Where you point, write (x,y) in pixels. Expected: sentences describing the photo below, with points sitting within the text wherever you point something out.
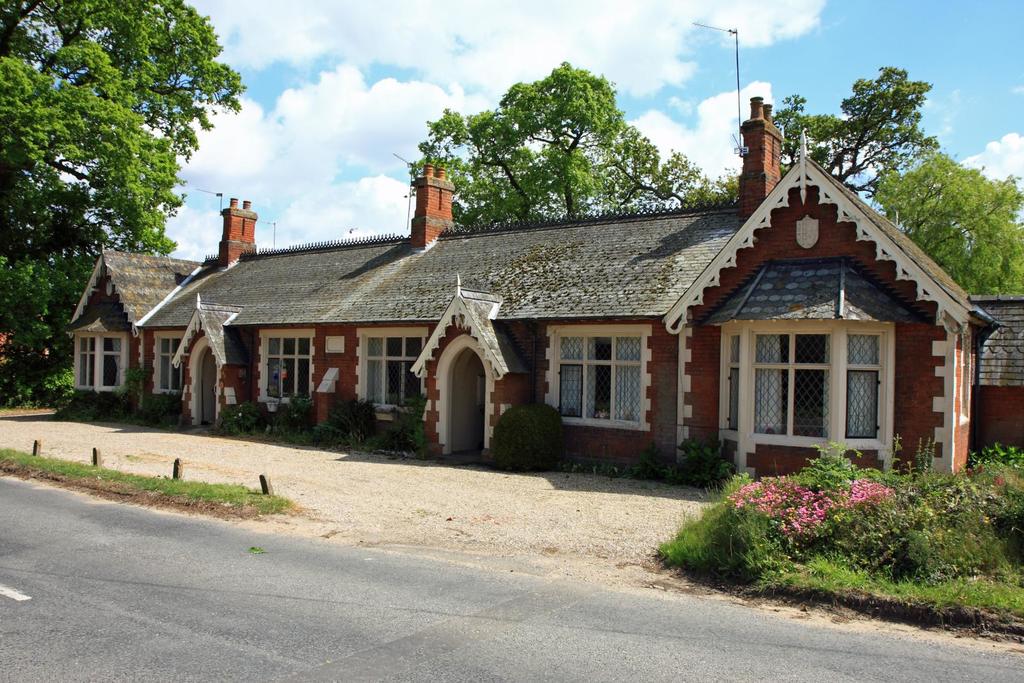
This picture is clicked outside the city. At the bottom (315,594), we see the road (374,578). On the right side (799,484), we see grass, plants (924,510) and flowers (829,504). These flowers (819,523) are in pink color. In the middle of the picture (675,391), we see a building (492,390) in white and brown color with a grey color roof (584,299). On the left side (64,149), we see the trees (49,92). There are trees (642,155) and a pole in the background (644,172). At the top (678,57), we see the sky (767,57) and the clouds (314,107). It is a sunny day.
